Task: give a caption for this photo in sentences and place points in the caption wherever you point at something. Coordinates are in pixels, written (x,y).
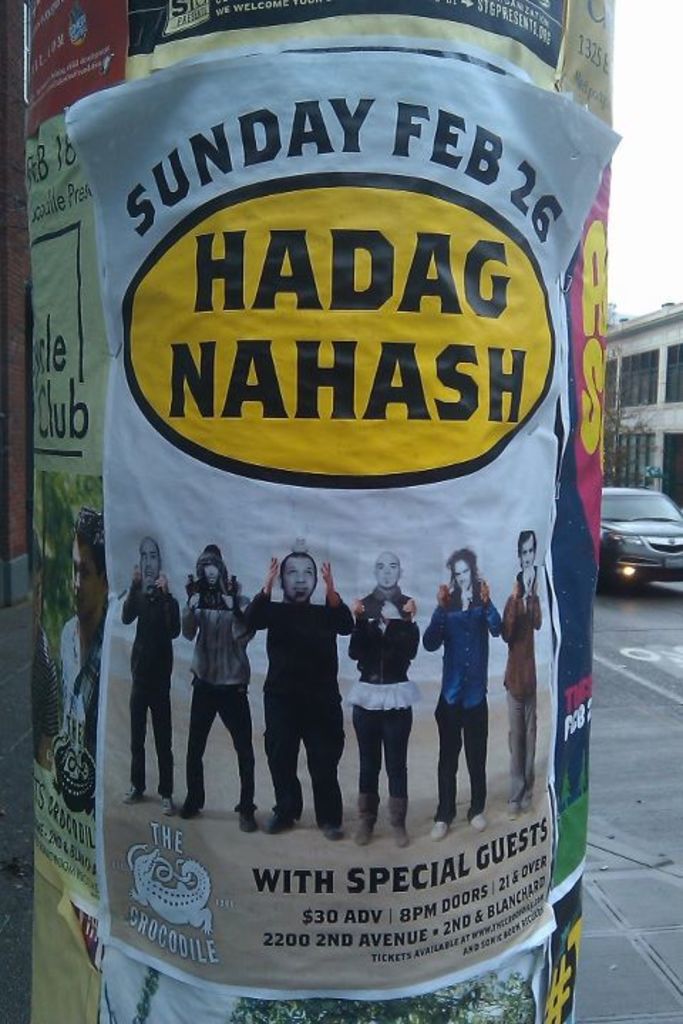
In the center of the image (409,523) there is a pillar (497,622) and we can see posters (330,785) placed on the pillar (311,812). On the right (628,563) there is a car (637,549) on the road (634,604). In the background (663,435) there is a building (649,354), tree (614,416) and sky (641,257).
